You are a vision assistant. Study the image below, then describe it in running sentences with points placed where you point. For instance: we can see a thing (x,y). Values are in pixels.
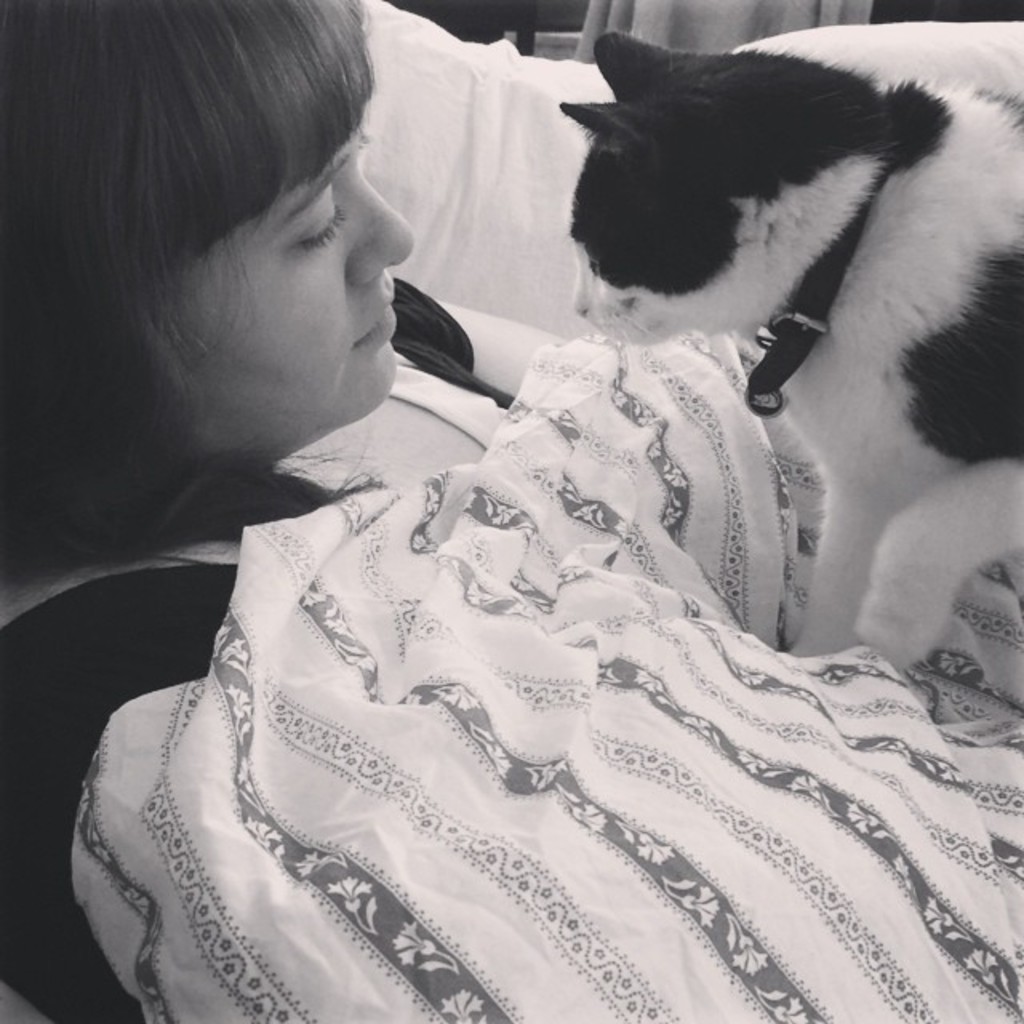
This woman (177,353) is lying on a couch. On this woman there is a cat (725,126).
